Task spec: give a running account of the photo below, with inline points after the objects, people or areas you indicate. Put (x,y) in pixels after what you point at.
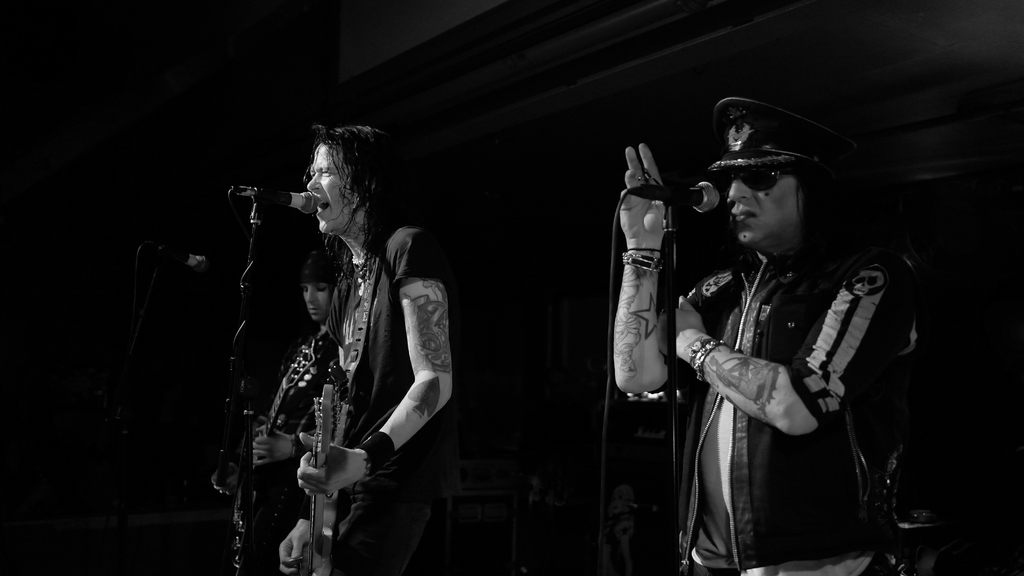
In this image i can see three persons (392,381) standing and singing in front of a micro phone (305,197).
